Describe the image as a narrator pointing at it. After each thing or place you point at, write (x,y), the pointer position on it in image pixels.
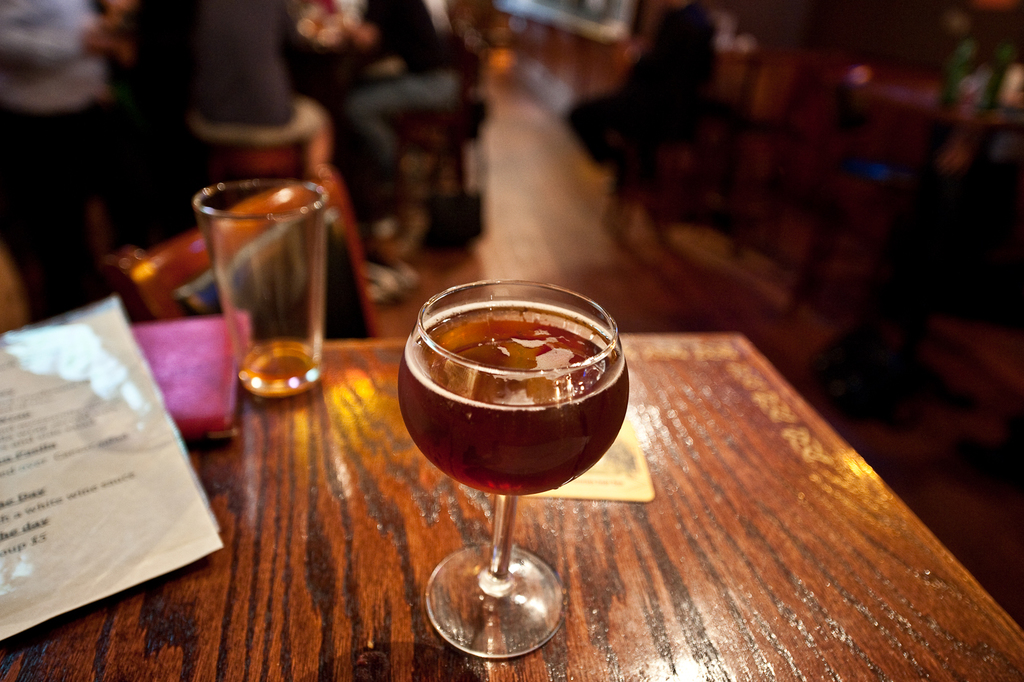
This picture is clicked inside the room (907,342). In the foreground (738,493) we can see a wooden table (545,512) on the top of which a glass (481,457) of drink (533,421), a paper (121,441) containing text (27,454), a glass (263,301) and some objects (619,486) are placed. On the left (258,148) we can see the group of people (262,9) seems to be sitting on the chairs (448,113) and we can see a person (49,99) seems to be standing on the ground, and on the right (843,79) there is an object (882,90) which seems to be the counter (886,141) and we can see many other objects (961,70) in the background (469,50), the background of the image (1003,80) is blurry.
